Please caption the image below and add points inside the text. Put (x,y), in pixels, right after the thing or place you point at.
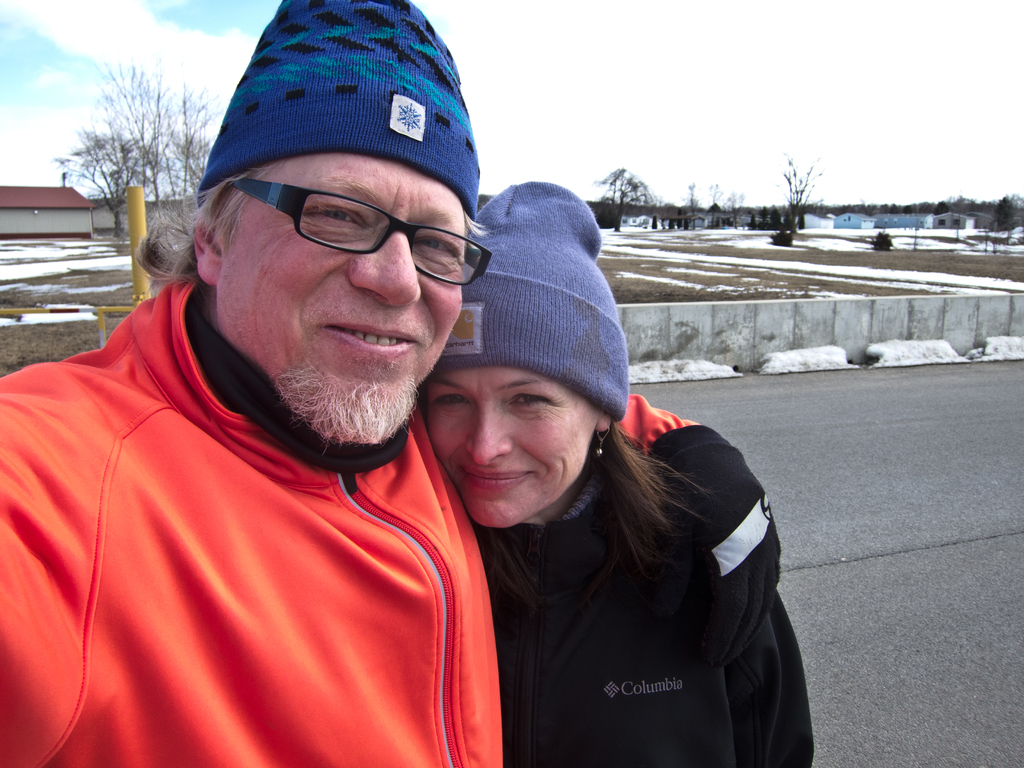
In the image we can see a man (480,651) and a woman (566,628) wearing clothes (403,572), caps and they are smiling. The man (350,246) is wearing spectacles (354,227) and the woman (520,483) is wearing earrings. Here we can see the road (898,520), trees (780,239), snow (843,244) and the sky (222,11). We can even see there are many houses (834,218).
